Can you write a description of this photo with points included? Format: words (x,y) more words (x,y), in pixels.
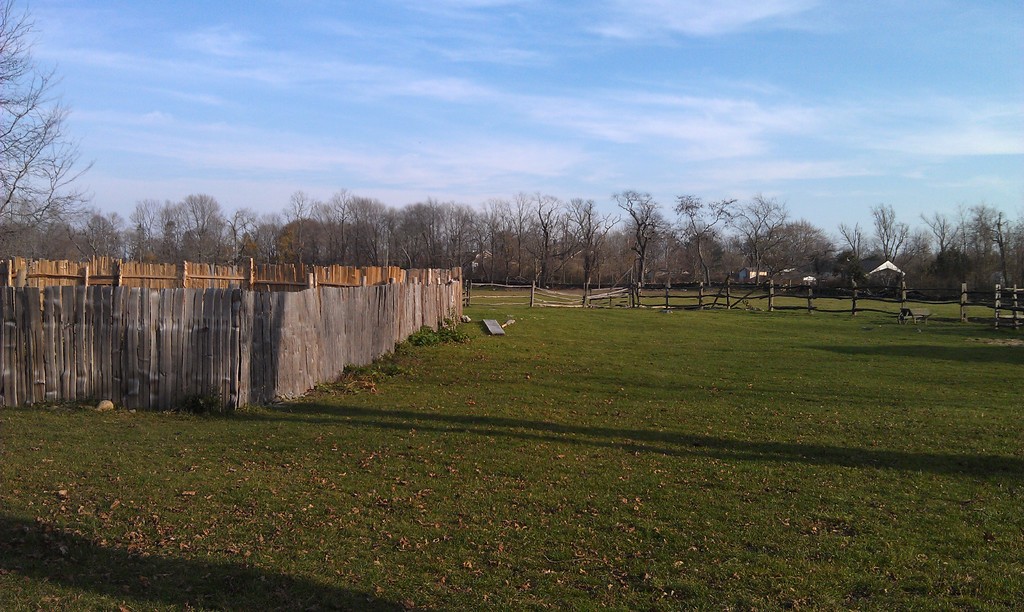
In this image we can see the grass (383,442) and dried leaves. We can see the wooden fencing (106,286) and the trees (579,262). And at the top (596,141) we can see the sky (469,154).
